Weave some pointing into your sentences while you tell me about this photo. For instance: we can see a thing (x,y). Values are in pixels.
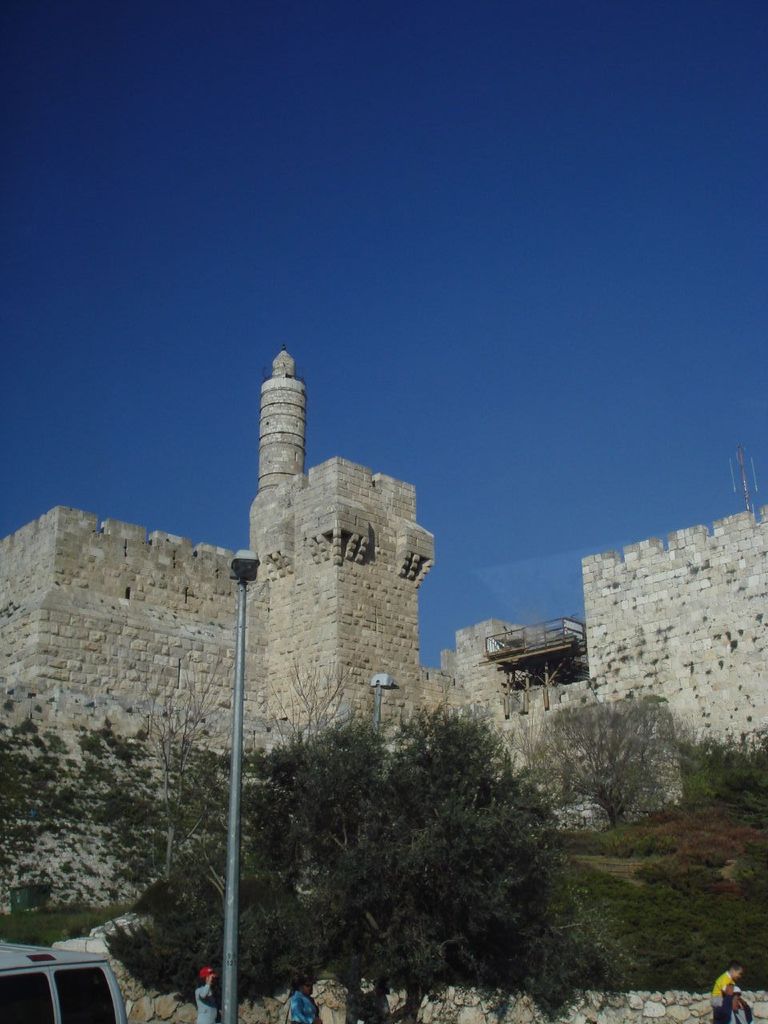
In this image there is a pole (236,977) and people (725,1012) standing, in the background (68,680) there are trees (352,805), fort (698,665) and the sky (444,270).
